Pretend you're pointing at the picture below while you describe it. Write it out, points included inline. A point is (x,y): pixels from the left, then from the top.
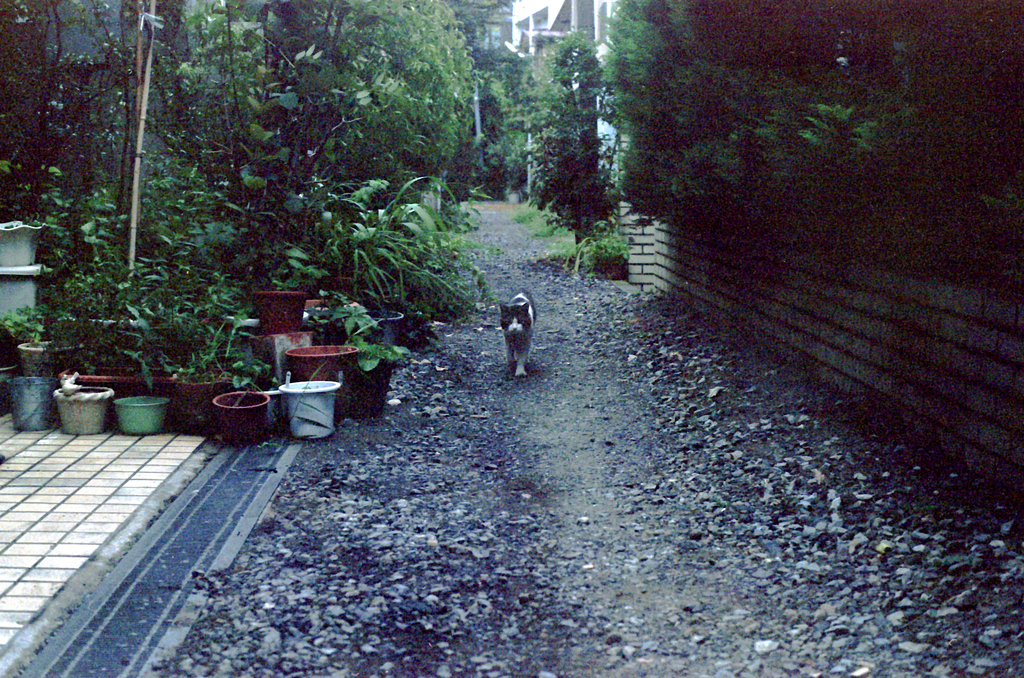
In the image we can see there is a cat (506,330) standing on the ground (528,470) and there are stones (535,515) on the ground (390,477). There are plants (153,253) kept in the pot (85,377) and there are trees (277,86). Behind there is a building (563,31) and there is a wall (791,317) made up of bricks (812,313).
